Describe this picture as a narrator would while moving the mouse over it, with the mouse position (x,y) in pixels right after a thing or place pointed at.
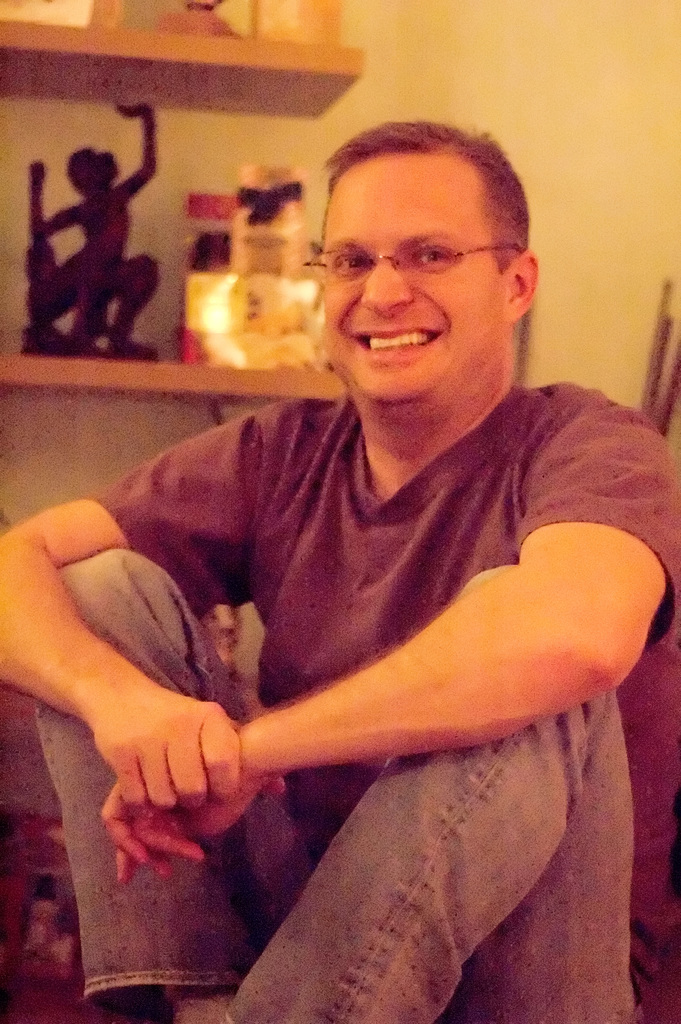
This is the picture of a person (367,571) who is sitting on the floor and behind there are some shelves (122,41) in which there are some things (117,278) arranged.
